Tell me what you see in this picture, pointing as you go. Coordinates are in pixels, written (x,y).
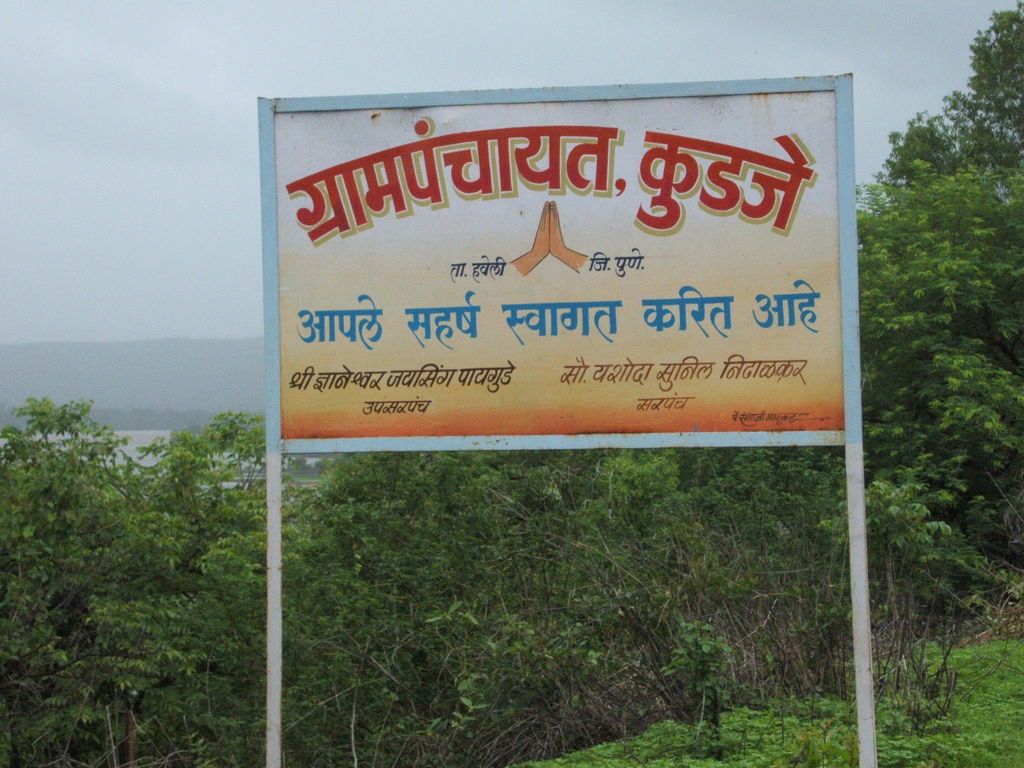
In this image I can see the board (580,403) attached to the pole (860,521) and I can see few plants (544,533) in green color. In the background (142,446) I can see the water (152,432) and the sky (199,41) is in white and blue color.
